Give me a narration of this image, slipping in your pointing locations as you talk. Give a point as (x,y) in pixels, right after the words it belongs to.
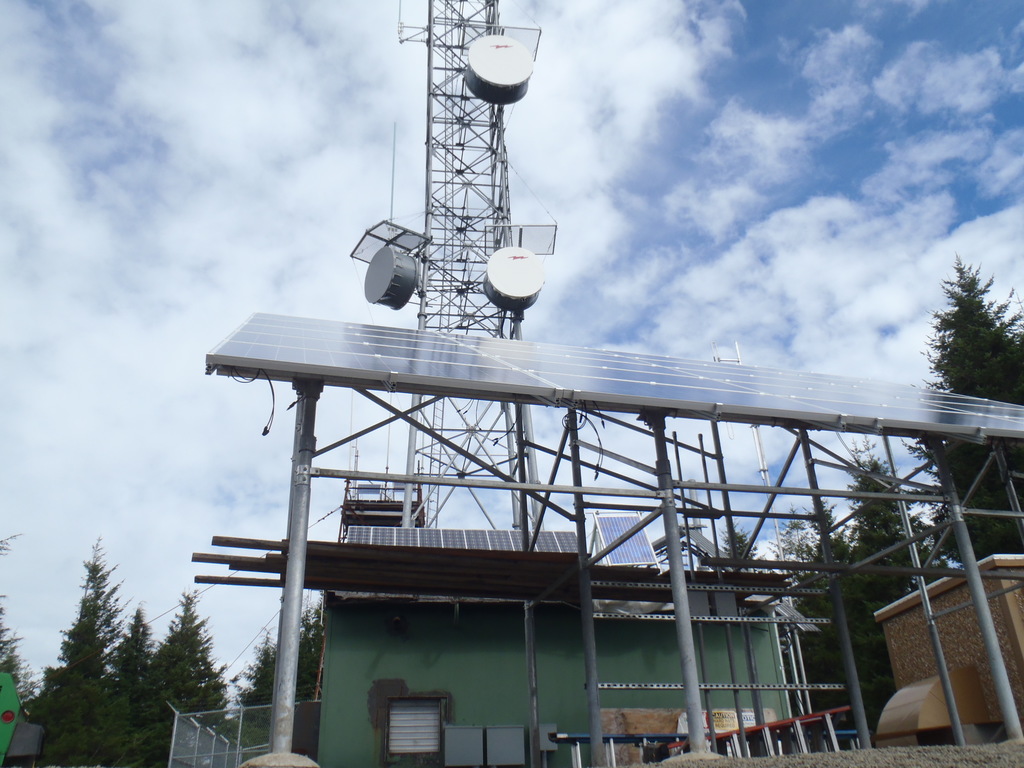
In this image there is a house (552,627) on the bottom of this image (562,643) and there are some trees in the background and there are some solar panels (458,367) as we can see in the middle of this image (417,366) and there is a tower (450,111) in middle of this image (482,262) and there is a sky (331,146) at top of this image (434,174).
